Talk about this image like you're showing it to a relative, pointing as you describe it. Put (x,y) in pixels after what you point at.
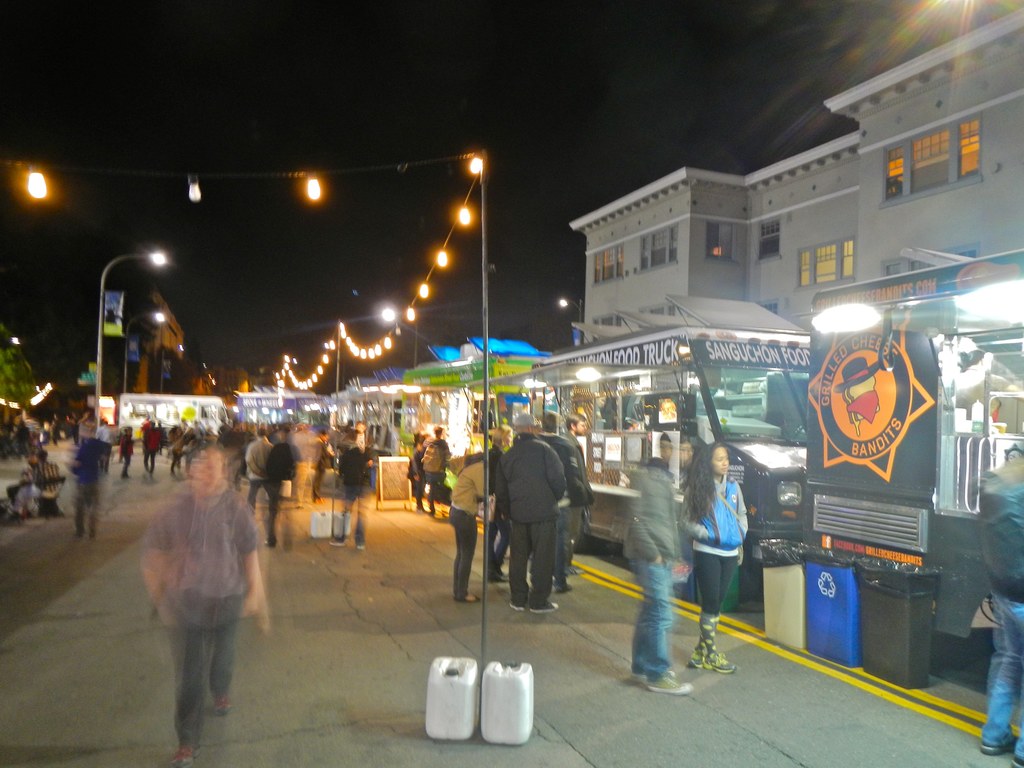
This picture is clicked outside the city. Here, we see people (651,572) standing on the sideways (569,635). At the bottom of the picture (473,685), we see two white jugs (473,685). On the right corner of the picture (833,602), we see three garbage bins (822,614) which are in white, blue and black color. There are food trucks (693,410) parked on the road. Beside that, we see a white color building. In the background (23,397), there are buildings (177,327), streets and trees (15,380). At the top of the picture (259,168), it is black in color. This picture might be clicked in the dark.
